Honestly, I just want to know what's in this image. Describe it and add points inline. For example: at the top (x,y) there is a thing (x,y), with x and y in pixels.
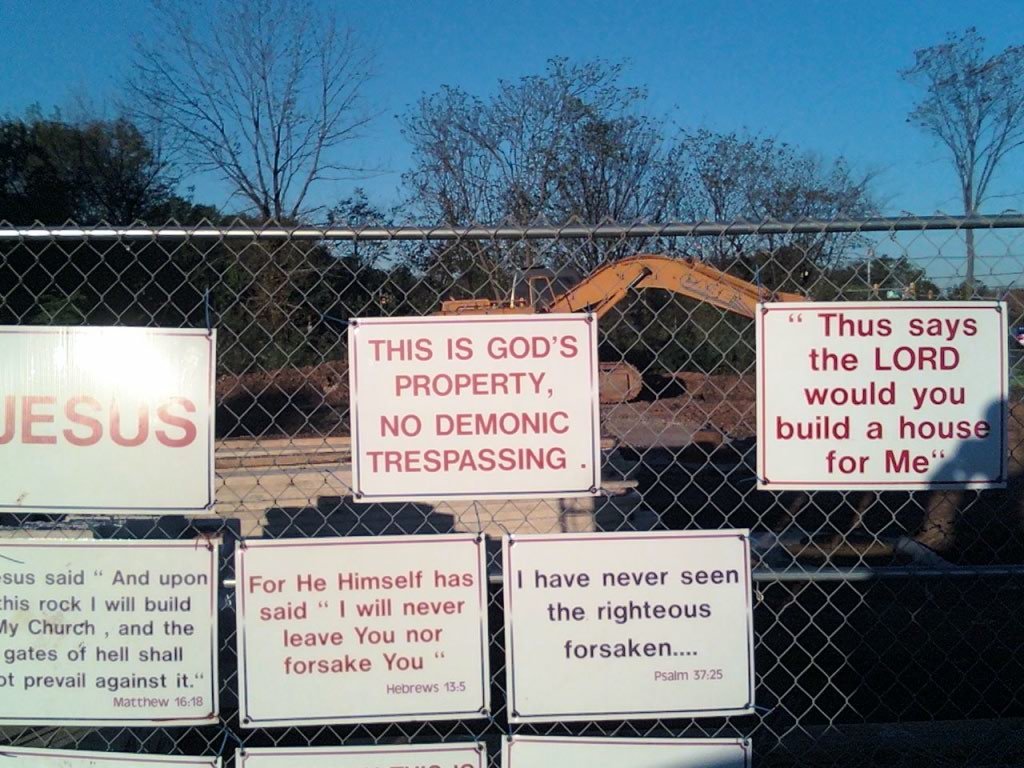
In this image I can see few boards (94,596) attached to a net fencing (276,346). On the boards (417,565) I can see the text (383,612). In the background (613,293) there is a bulldozer (629,282) and trees (618,200). At the top of the image (717,51) I can see the sky (698,63).
